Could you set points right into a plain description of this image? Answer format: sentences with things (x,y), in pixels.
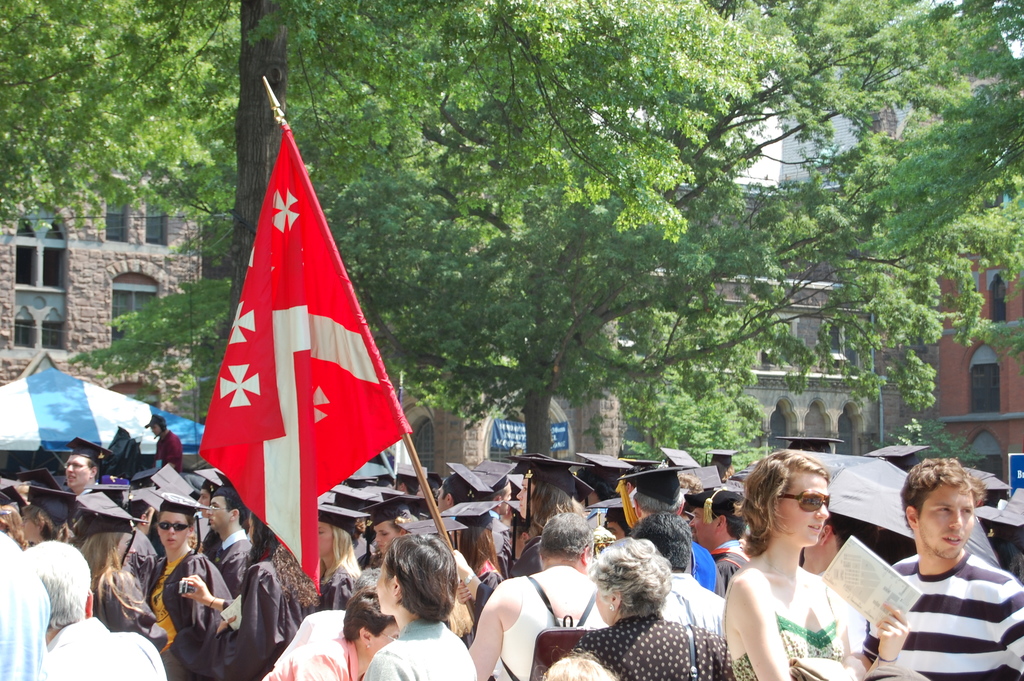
Many people (388,561) are standing. A person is holding a red flag (300,479). Many people (37,501) are wearing graduation day dress (27,481). There is a tent (77,384) at the back (36,418). There are trees (368,270) and buildings (884,366).
